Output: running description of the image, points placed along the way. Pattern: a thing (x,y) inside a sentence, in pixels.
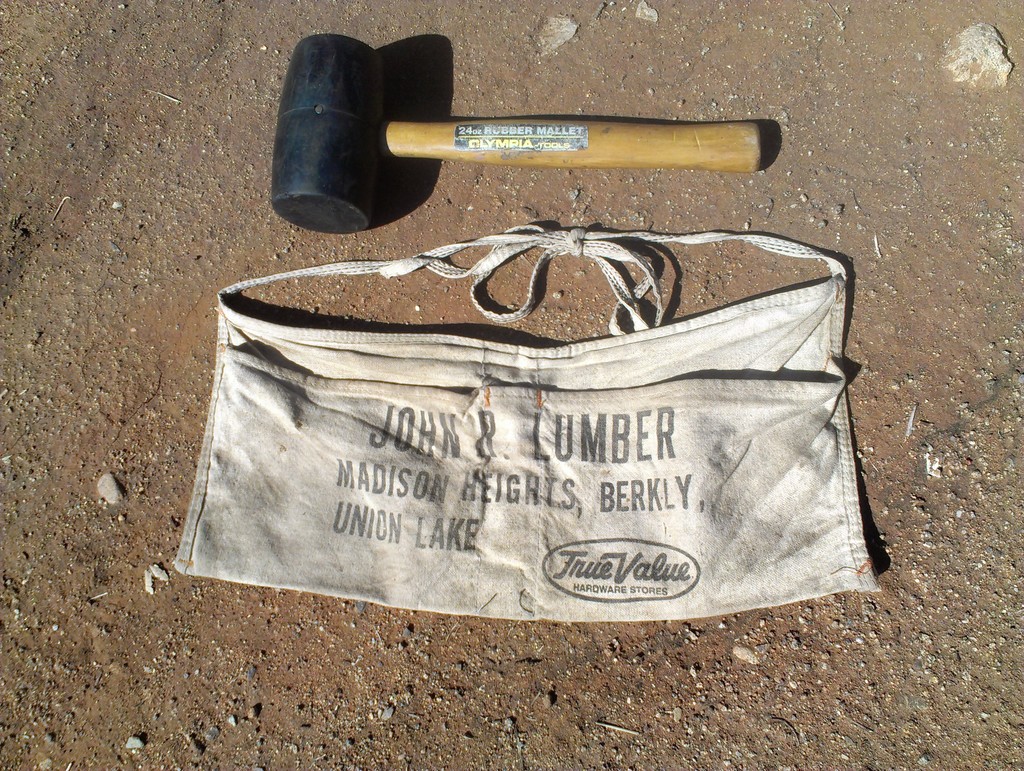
In this image there is a bag (702,328) and a hammer (518,125) are placed on the surface (870,461).
